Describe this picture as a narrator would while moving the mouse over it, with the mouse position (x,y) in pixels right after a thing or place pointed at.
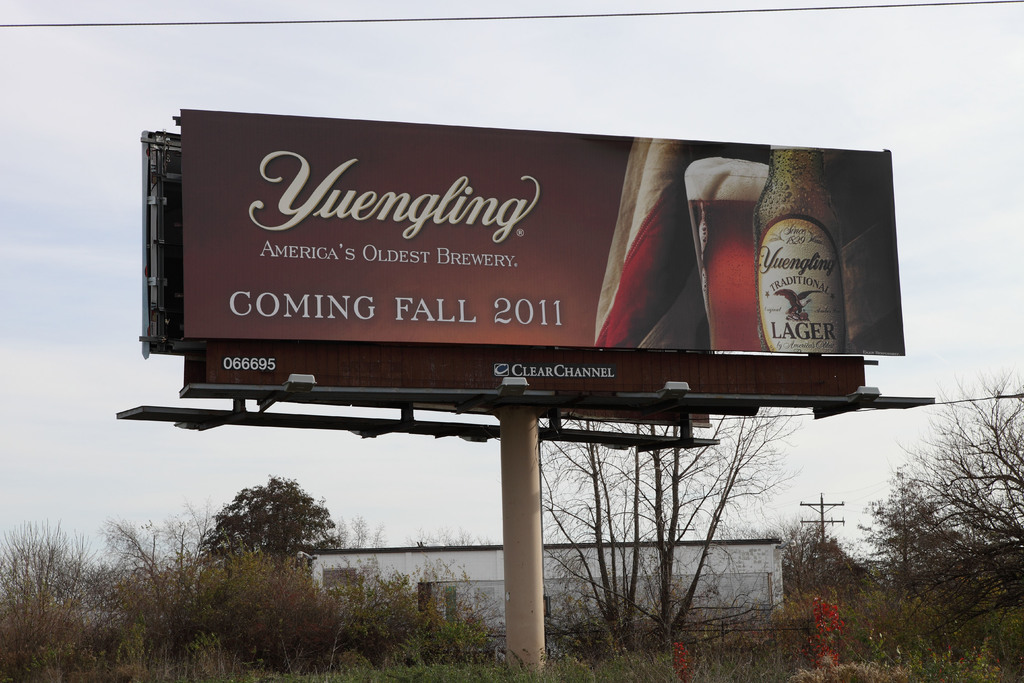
In the image there is a pole (511,441) with advertising hoarding (880,248). And on the ground (549,658) there is grass (569,674) and also there are small plants (829,610) and trees (817,564). Behind them there is a building (727,546) with roof (727,546) and wall (442,574). And in the background (92,10) there is sky (319,480).
